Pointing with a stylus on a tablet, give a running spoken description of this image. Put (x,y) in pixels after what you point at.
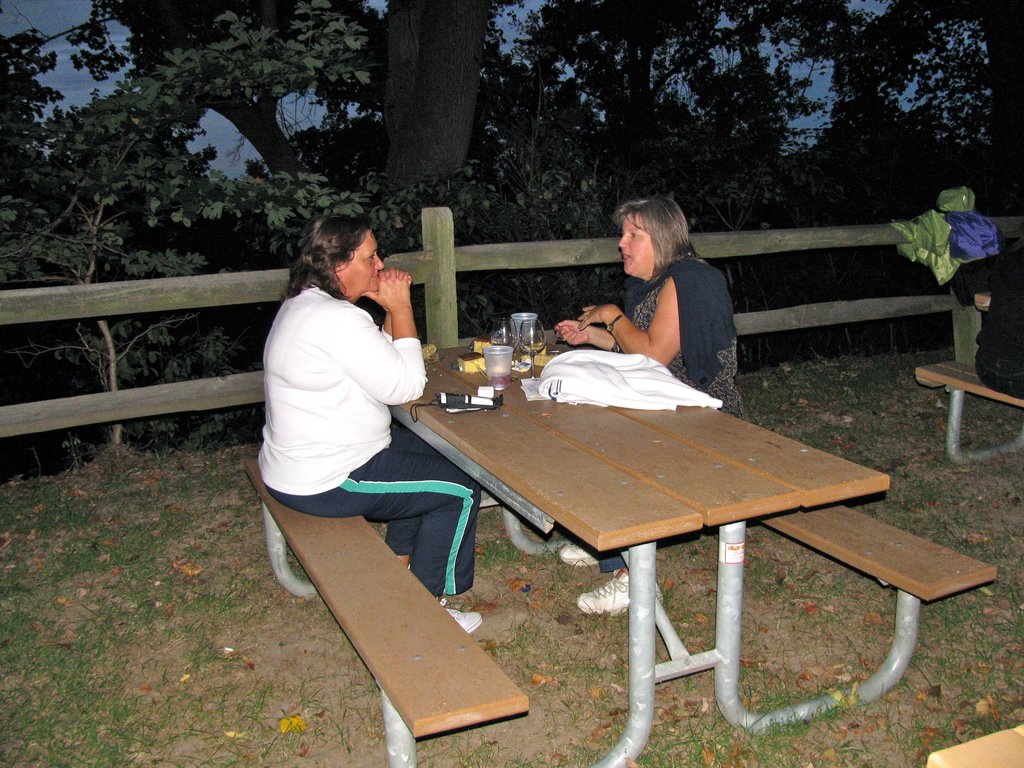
In this picture we can see two persons (433,571) are sitting on the benches (938,590). This is table (665,471). On the table (666,456) there are glasses (520,345) and a cloth (579,372). This is the grass (151,457) and on the background (117,159) we can see some trees (807,38).
